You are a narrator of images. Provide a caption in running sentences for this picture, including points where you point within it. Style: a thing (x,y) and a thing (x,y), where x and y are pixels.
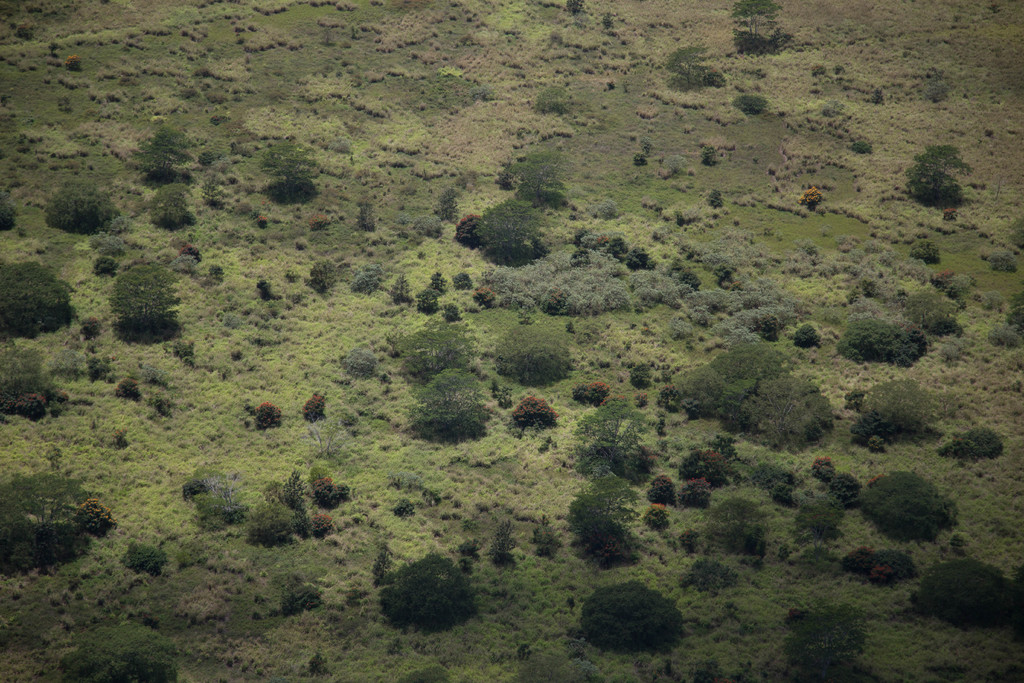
This picture shows trees (83,202) and few plants (71,69).
